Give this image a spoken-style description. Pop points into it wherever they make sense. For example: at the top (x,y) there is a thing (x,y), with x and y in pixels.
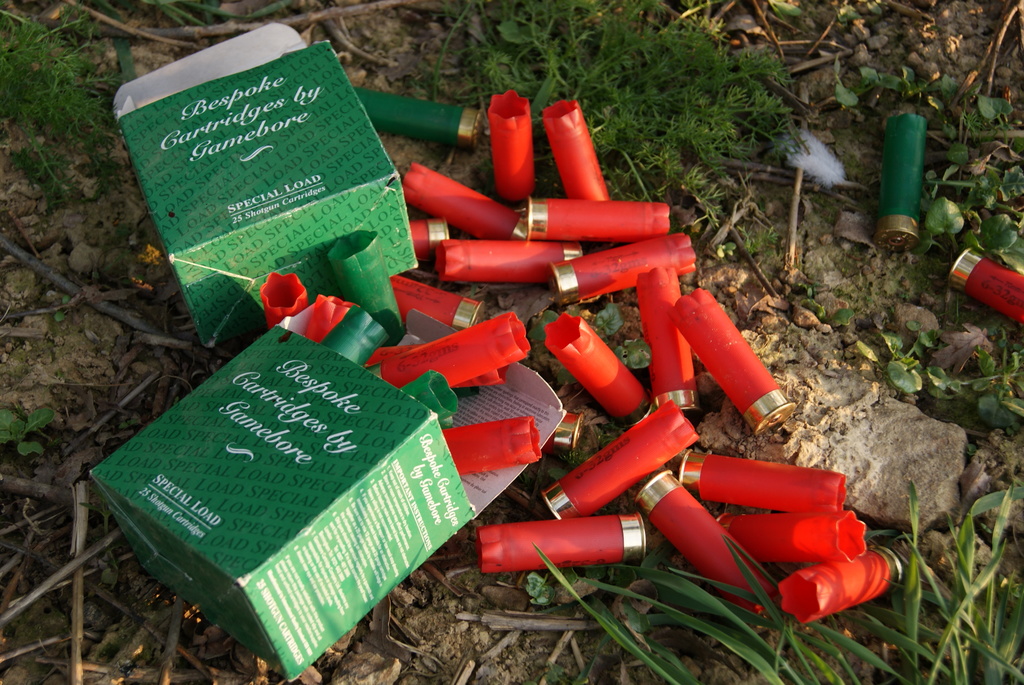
In this image I can see there are two boxes (234,184) and there are red and green color objects (360,319) on the floor (537,181), there is some grass (709,146), rocks (909,318) on the floor (66,620).
